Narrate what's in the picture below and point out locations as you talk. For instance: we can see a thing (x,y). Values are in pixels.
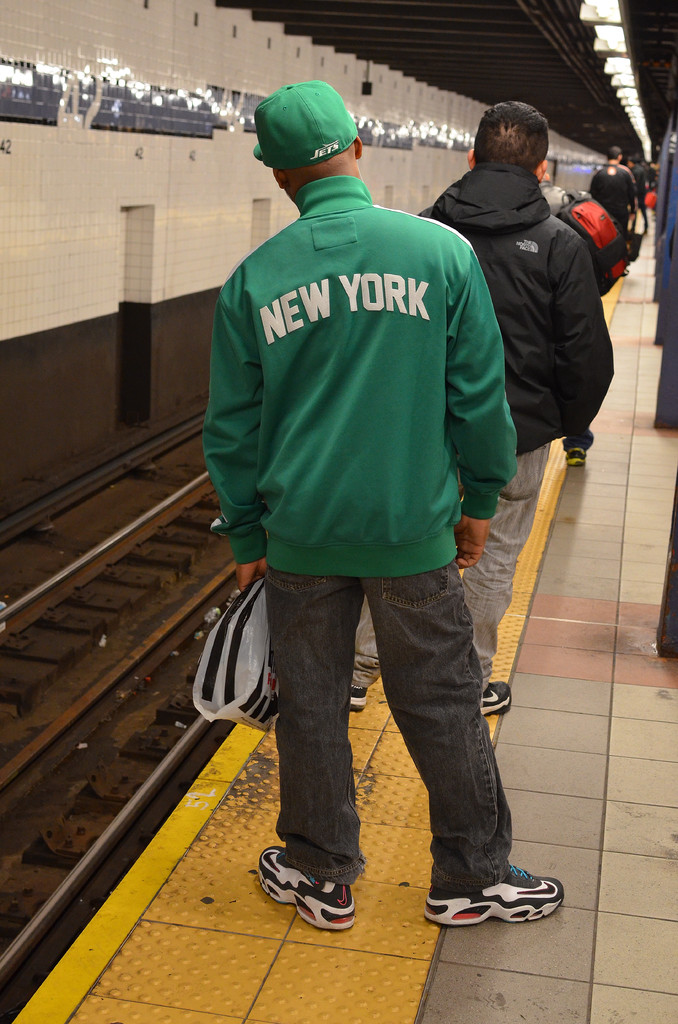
A man (479,388) is standing he wore a green color, cap (310,124) and in the left side (169,607) it is a train track (174,579).
